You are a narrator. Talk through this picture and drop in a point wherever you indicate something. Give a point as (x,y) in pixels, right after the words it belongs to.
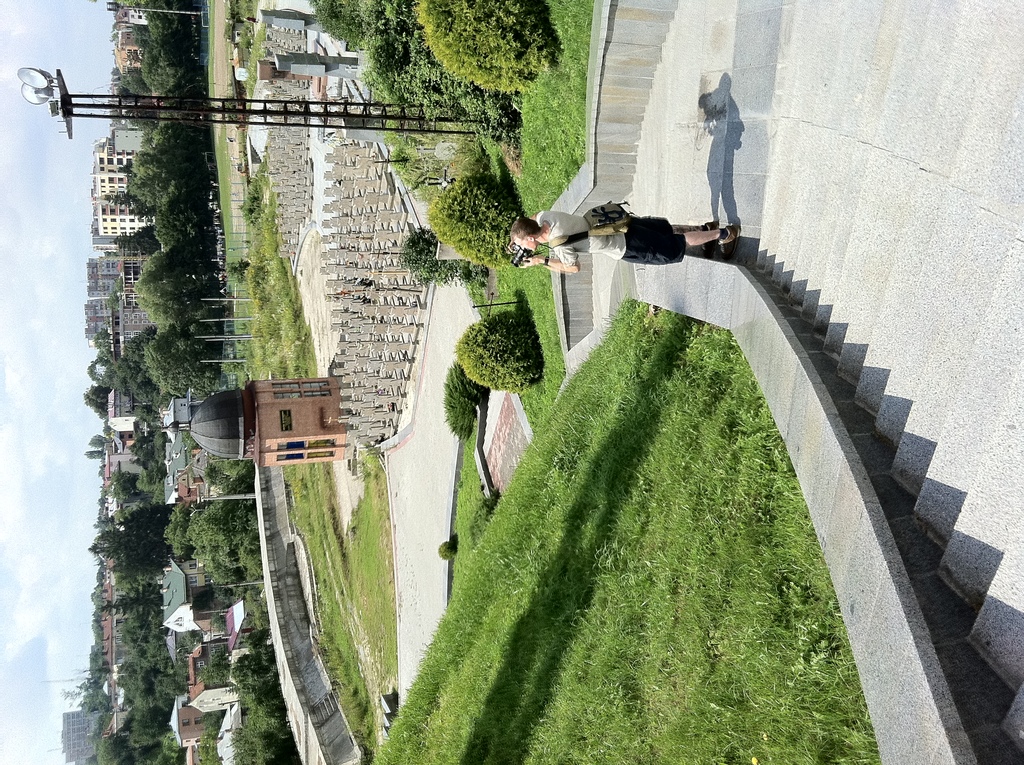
In this image I can see the person (547,265) wearing the white and black color dress (596,252) and also wearing the bag (572,242) and holding the camera (517,263). To the side of the person (574,266) there are many plants (510,259). In-front of the person (522,244) I can see the pole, many trees (179,316) and the buildings (121,468). To the left (42,469) I can see the clouds (33,340) and the sky (57,382).
